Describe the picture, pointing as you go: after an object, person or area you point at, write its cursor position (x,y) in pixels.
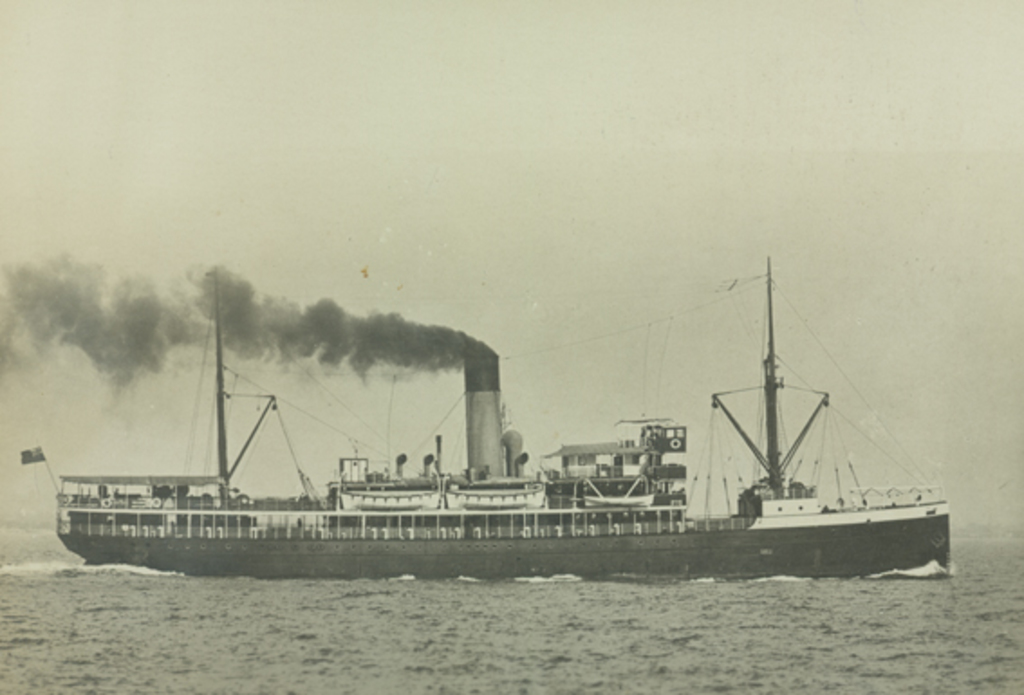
In the center of the image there is a ship (774,554). At the bottom of the image (524,623) there is water (470,665).
